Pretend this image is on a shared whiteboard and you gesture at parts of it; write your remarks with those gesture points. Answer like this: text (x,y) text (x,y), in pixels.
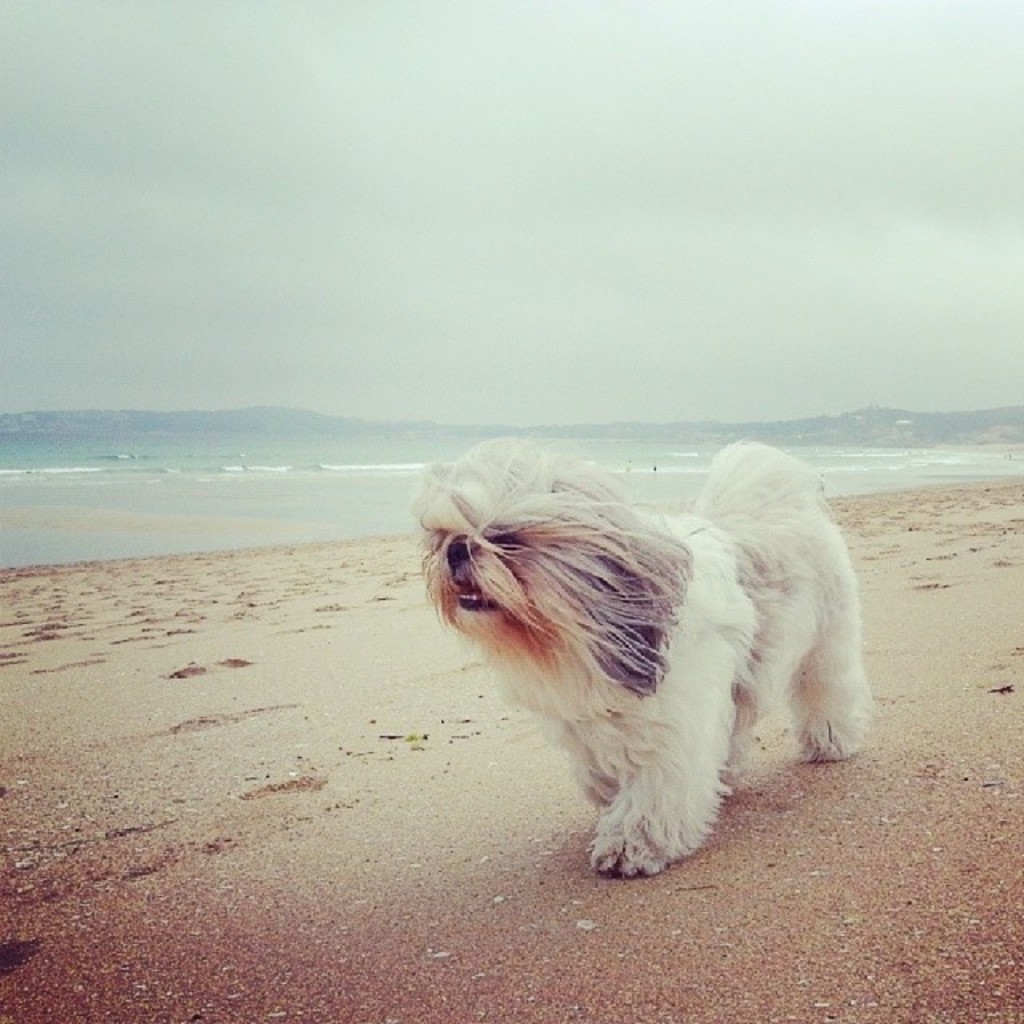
In this picture we can see a dog (483,507) on sand (976,559) and in the background (907,455) we can see water (225,468), mountains (342,434), sky (533,341).
